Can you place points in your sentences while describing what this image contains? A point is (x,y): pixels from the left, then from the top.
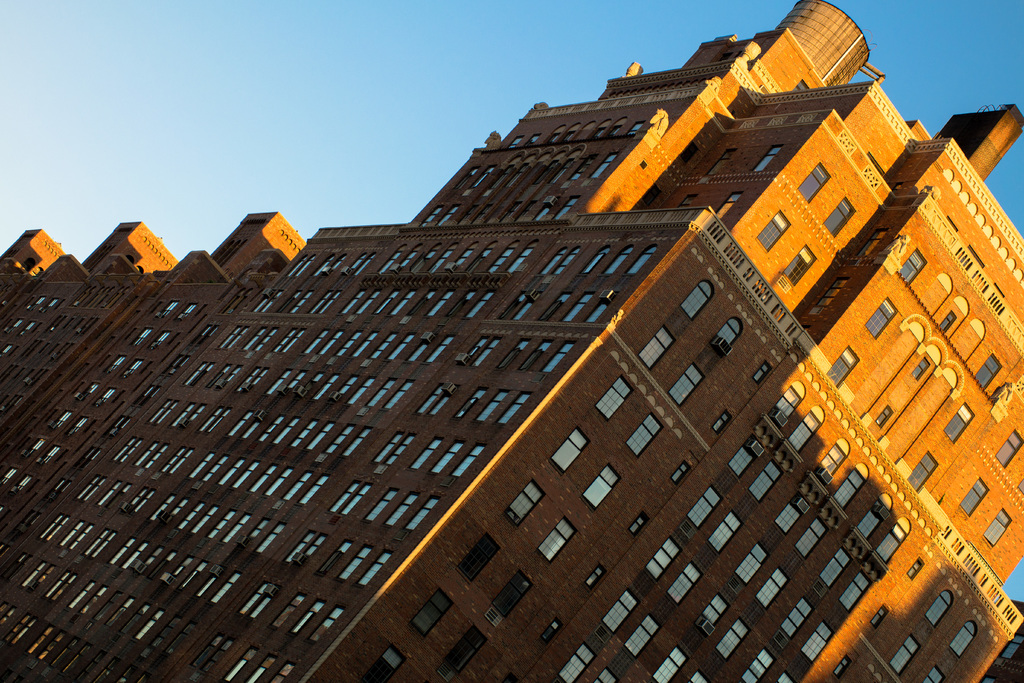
In this image we can see the buildings (407,341). We can also see the sky (281,60). Glass windows (571,454) and air conditioners (454,391) are also visible in this image.
